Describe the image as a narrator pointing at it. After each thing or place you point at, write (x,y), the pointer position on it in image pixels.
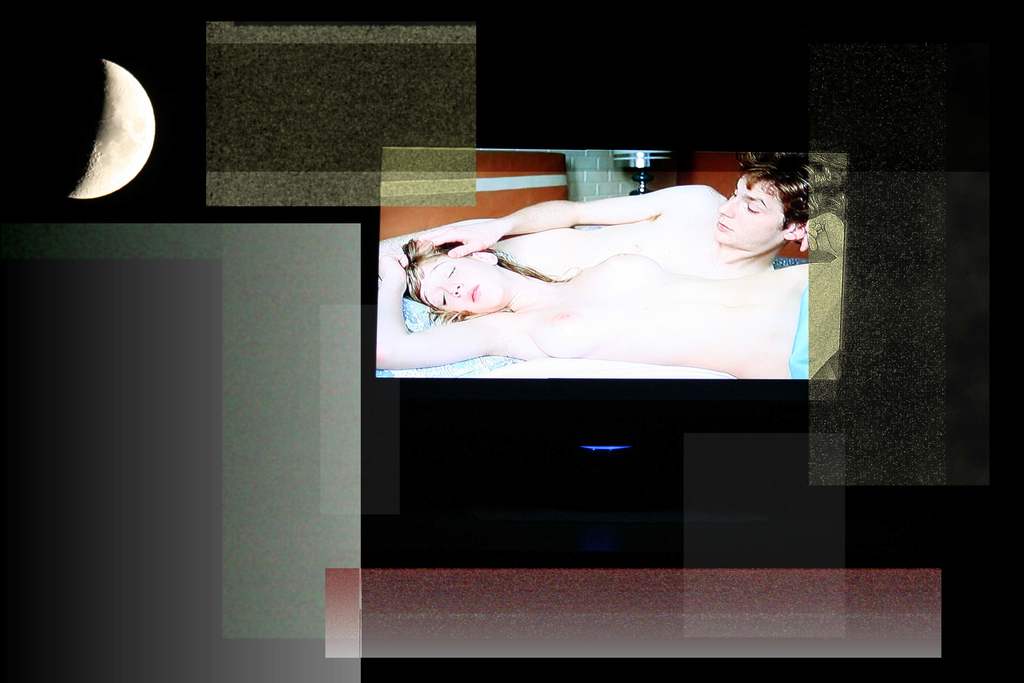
In this image there are two persons (555,248) lying on the bed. Here there is a moon (122,111). The background (174,121) is blurred.
